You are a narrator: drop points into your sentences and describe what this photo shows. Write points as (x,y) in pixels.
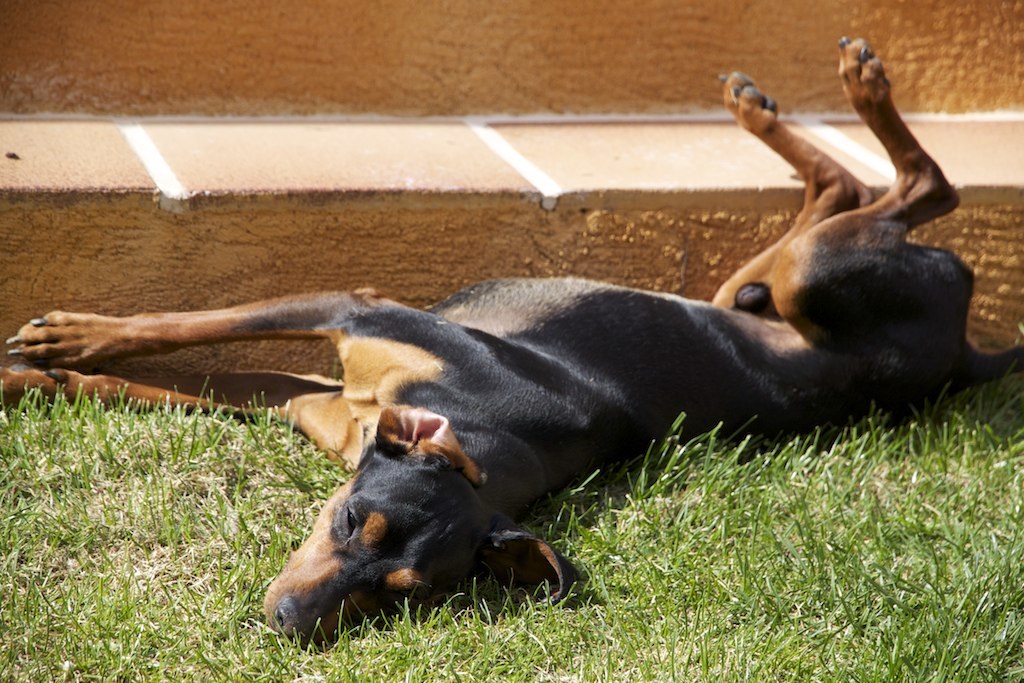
In this picture there is a dog (522,457) and we can see grass (154,402) and ground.
